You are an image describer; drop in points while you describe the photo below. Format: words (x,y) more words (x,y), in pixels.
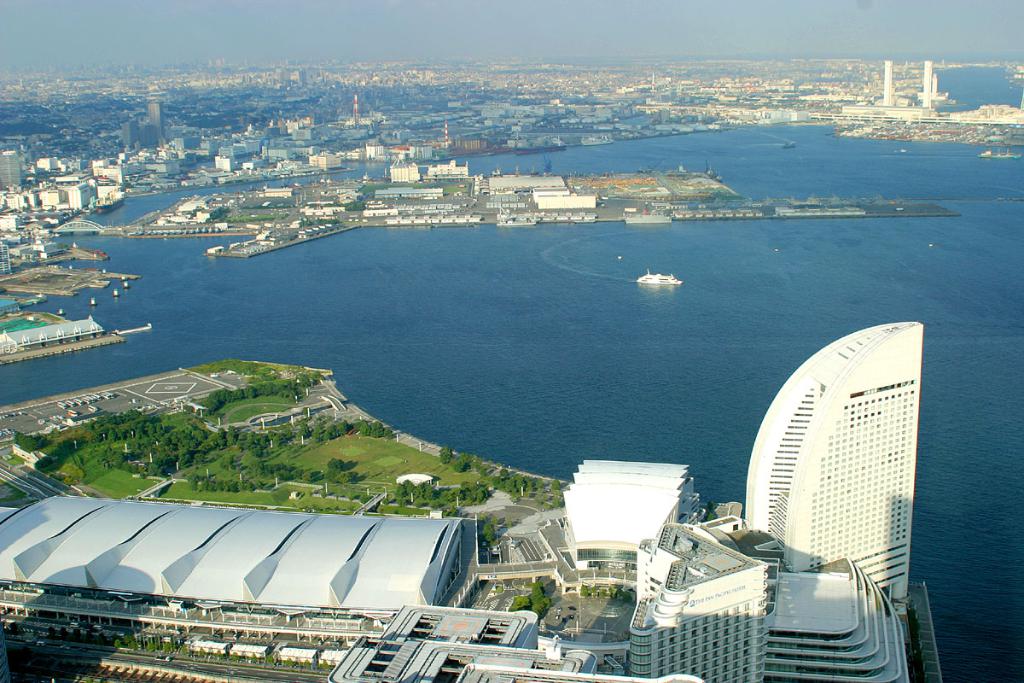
In this image we can see water (562,319), ship (678,281), buildings (613,513), trees (228,481), sky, road (144,407), vehicles (74,415) and towers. In the background (432,40) there is a sky (385,41).
